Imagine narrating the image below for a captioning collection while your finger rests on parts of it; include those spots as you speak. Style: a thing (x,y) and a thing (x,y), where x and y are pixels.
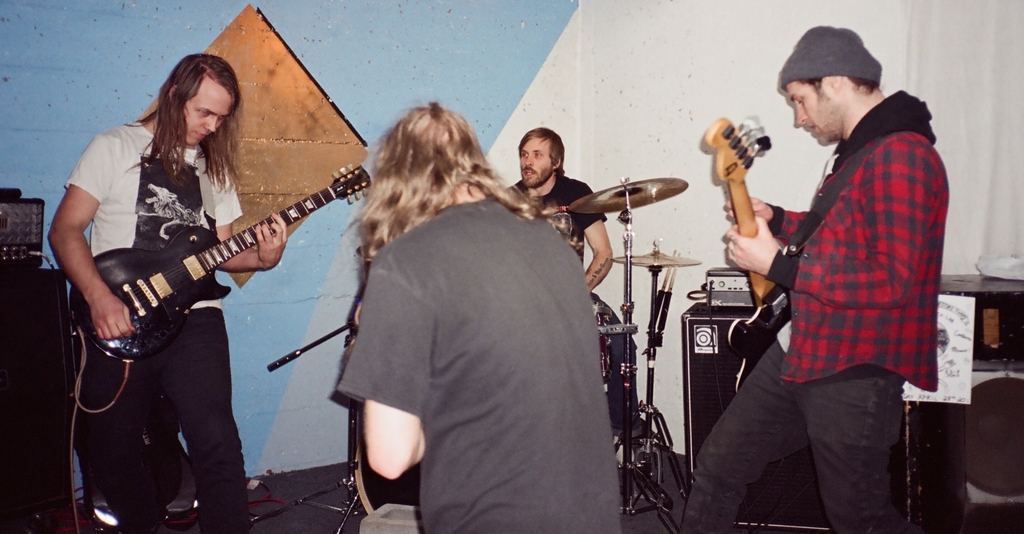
In this image i can see four persons (597,242) playing a musical instrument (106,264) at the back ground (694,289) i can see a wall (333,120).
